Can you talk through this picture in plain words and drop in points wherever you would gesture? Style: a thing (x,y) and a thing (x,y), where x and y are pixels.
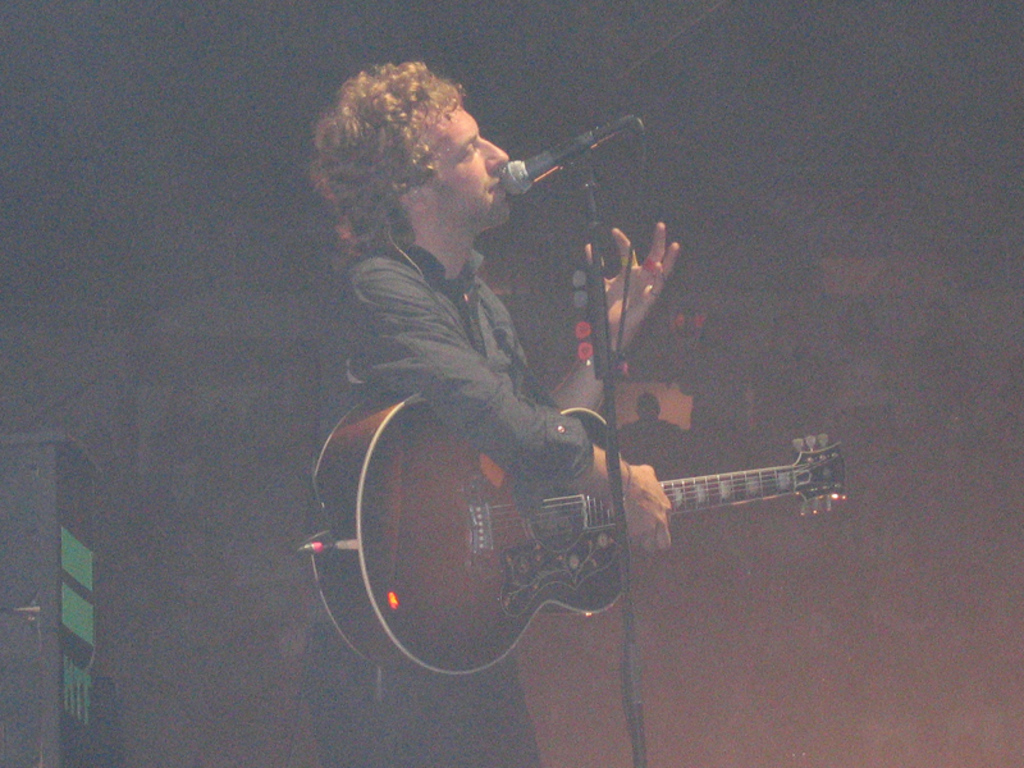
In this image, there is a person (482,221) standing and singing a song in front of the mike (524,173) and playing a guitar (498,600). In the left bottom of the image (24,533), there is a speaker (45,536) which is black in color. This image is taken in a dark place during night time.
